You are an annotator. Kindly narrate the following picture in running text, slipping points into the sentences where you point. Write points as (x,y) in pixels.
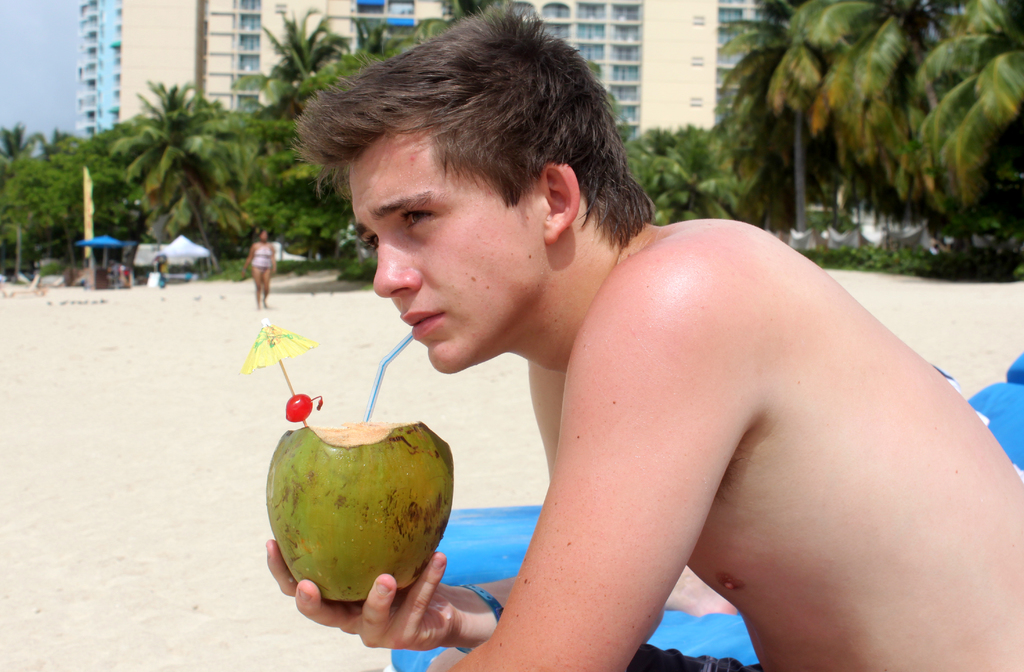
In the image a man (393,129) is sitting and holding a coconut (425,425). Behind him a person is standing and there are some trees (702,197) and umbrellas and tents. Behind them there are some buildings (665,50) and sky (49,70).
